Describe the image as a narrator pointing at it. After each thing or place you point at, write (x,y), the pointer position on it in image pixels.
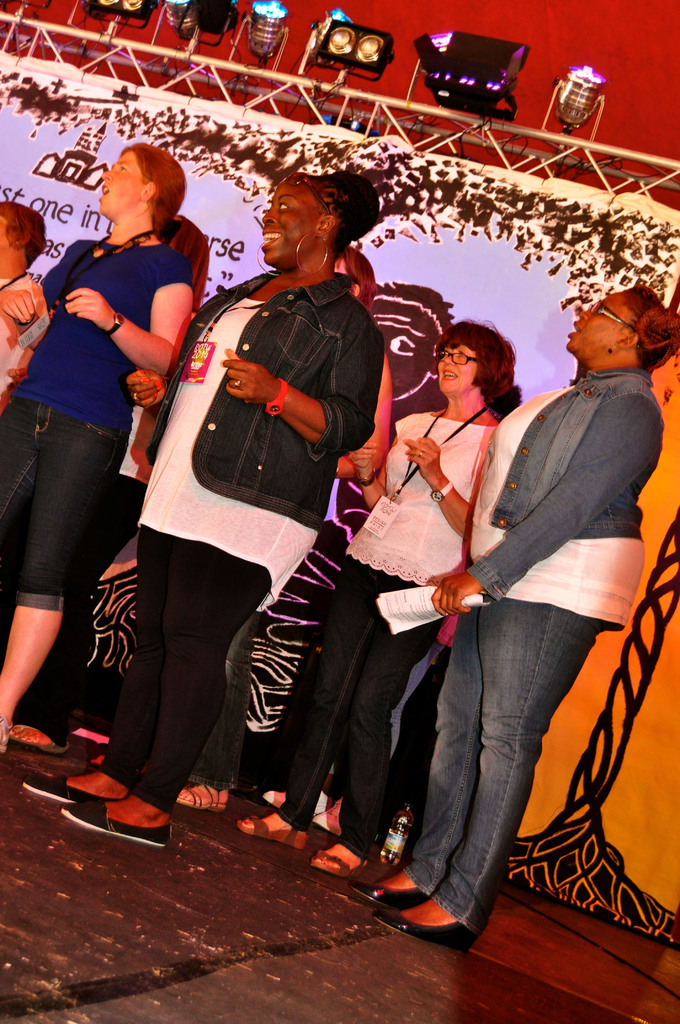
This image consists of many people (239,687) standing on the dais (350,1010). At the bottom (159,920), there is dais (39,988). In the background (205,139), we can see a banner (377,242) along with stand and lights (211,14).
